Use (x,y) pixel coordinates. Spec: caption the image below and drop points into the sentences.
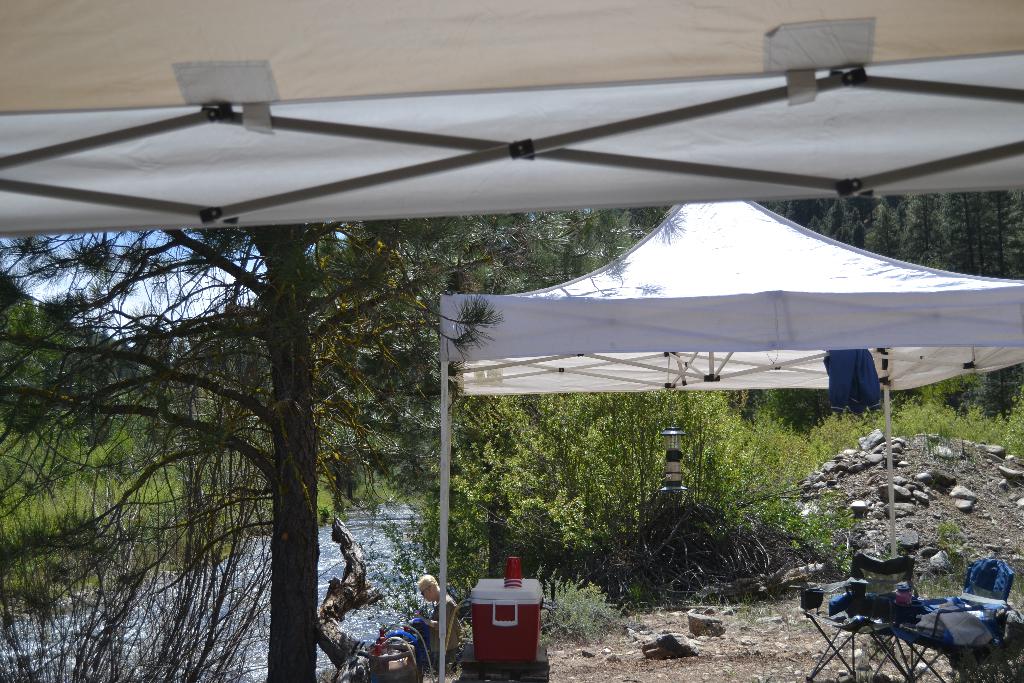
In the image we can see a person (451,612) wearing clothes (439,621) and goggles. This is a container (505,627), glass (519,578), table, cloths (938,605), stones (857,512), water (323,545), tree (248,438), sky (193,299) and a tent (653,307).
